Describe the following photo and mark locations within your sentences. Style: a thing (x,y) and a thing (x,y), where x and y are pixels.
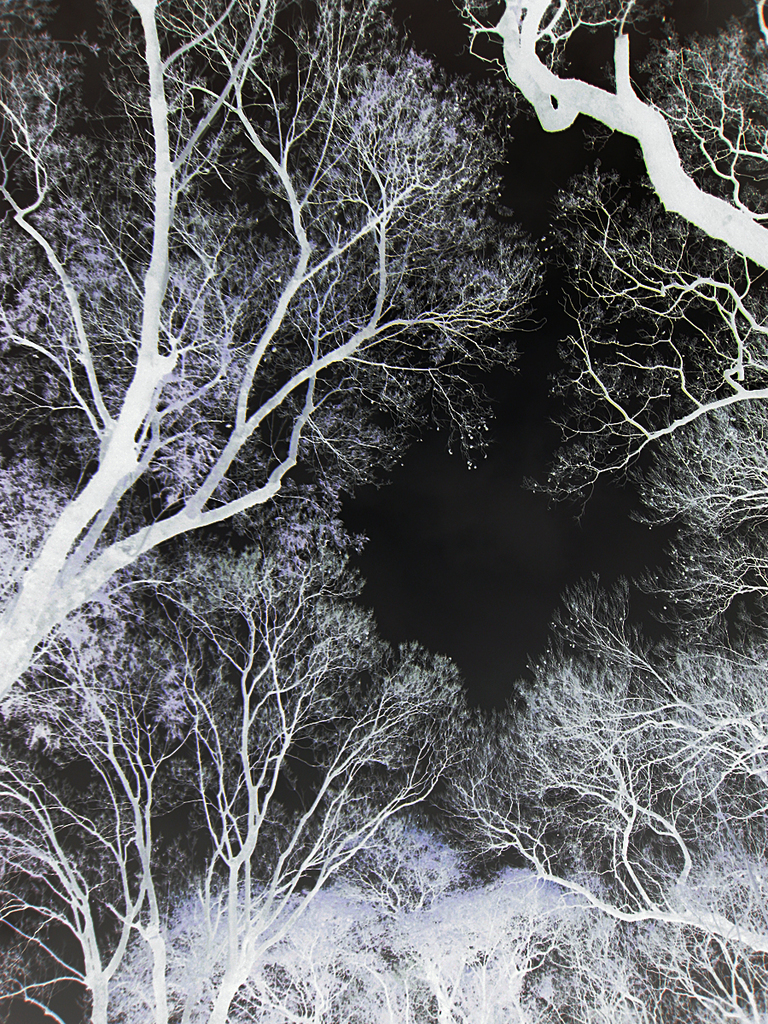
In this image I can see there are trees (733,876) in the middle (511,562) it is a sky (463,553) in the night time, this image is in black and white color.
